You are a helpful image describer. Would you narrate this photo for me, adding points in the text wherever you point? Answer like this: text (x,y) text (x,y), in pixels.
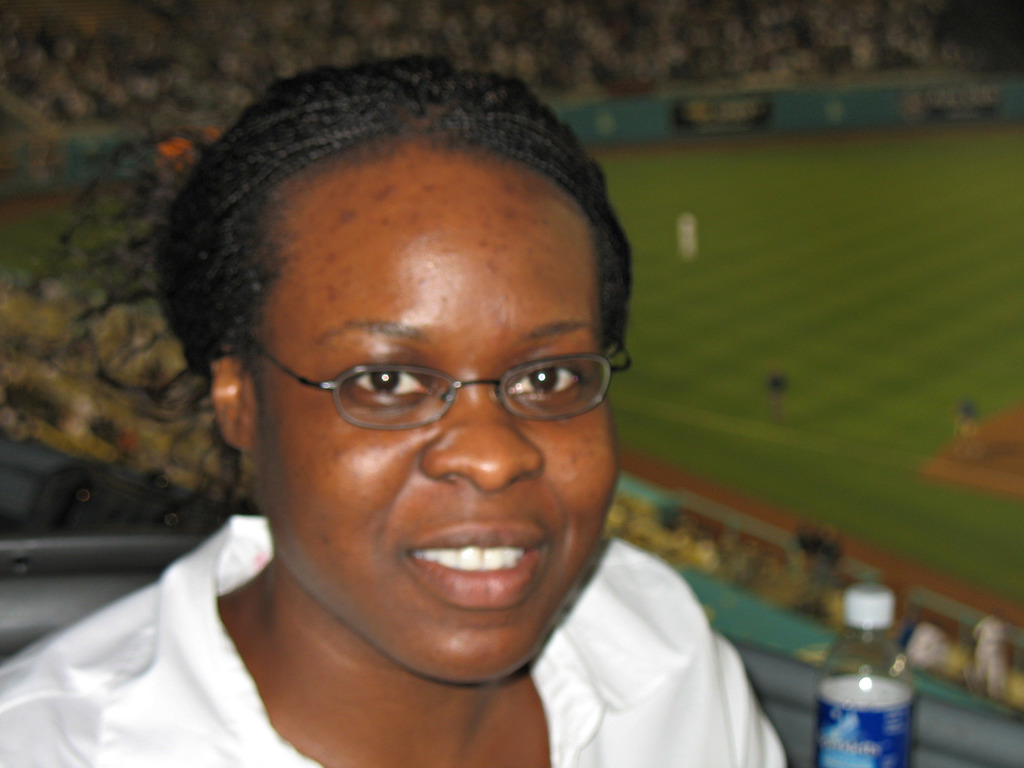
As we can see in the image, there is a woman (498,548) and a bottle (882,628) and the background (761,49) is blurry.
